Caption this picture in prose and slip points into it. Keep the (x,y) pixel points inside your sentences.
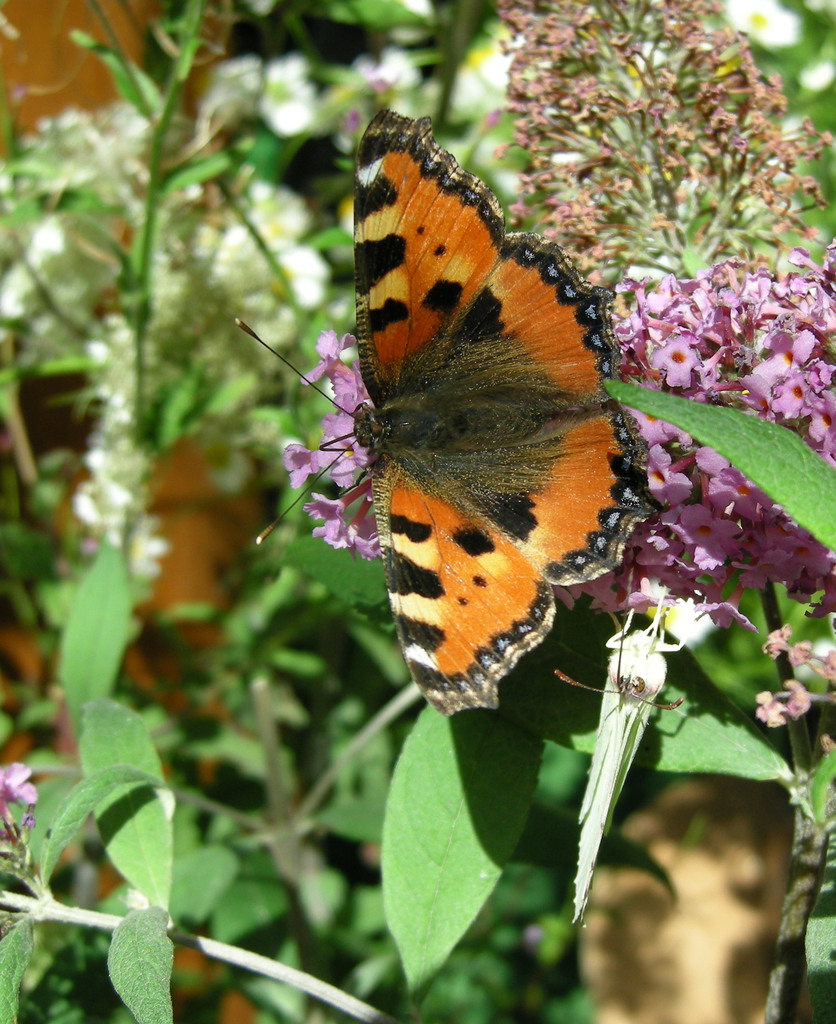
In this picture I can see there is a butterfly (481,531) sitting on the flowers (794,310) and there are different plants (302,709) here with leafs (473,770).
